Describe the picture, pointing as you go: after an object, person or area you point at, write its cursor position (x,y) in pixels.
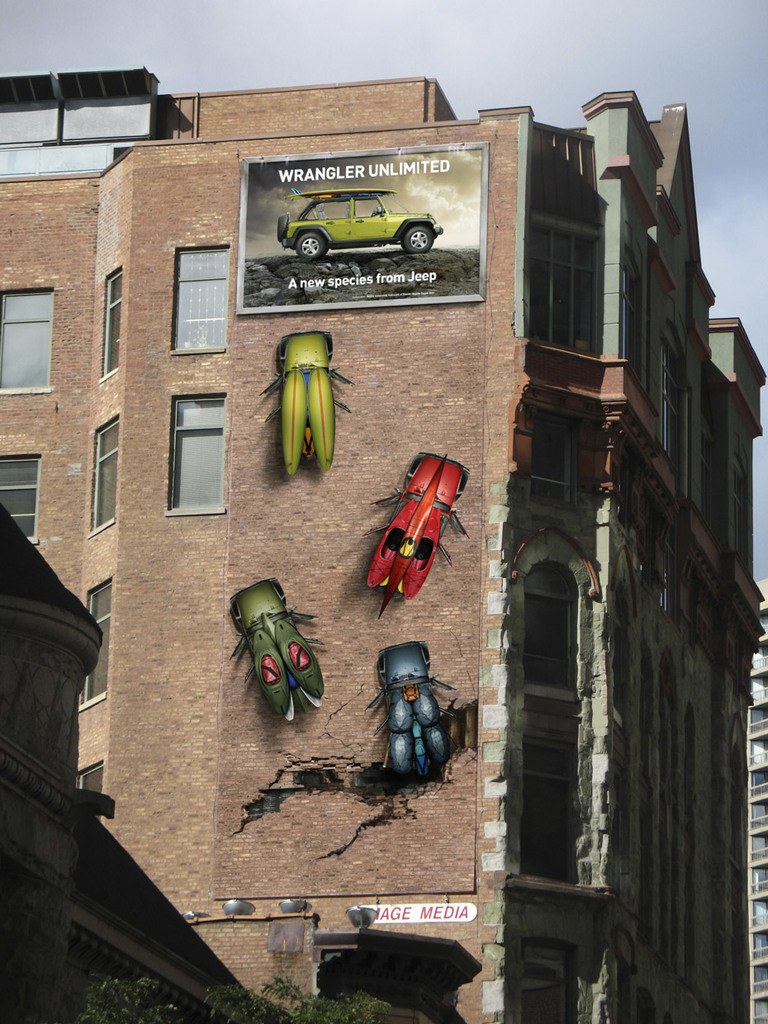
This picture is clicked outside. On the left corner (68,829) we can see the building (99,886) and the green leaves (263,999) and we can see the lights (370,913) and the text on the building (494,983). In the center (457,661) we can see a banner (376,175) on which we can see the picture (364,203) of a car (358,233) and the text (337,278) and we can see the animated pictures (341,376) of the vehicles (307,453), we can see the buildings (605,391), windows (766,749) of the buildings (316,574). In the background (567,102) we can see the sky (366,32).
